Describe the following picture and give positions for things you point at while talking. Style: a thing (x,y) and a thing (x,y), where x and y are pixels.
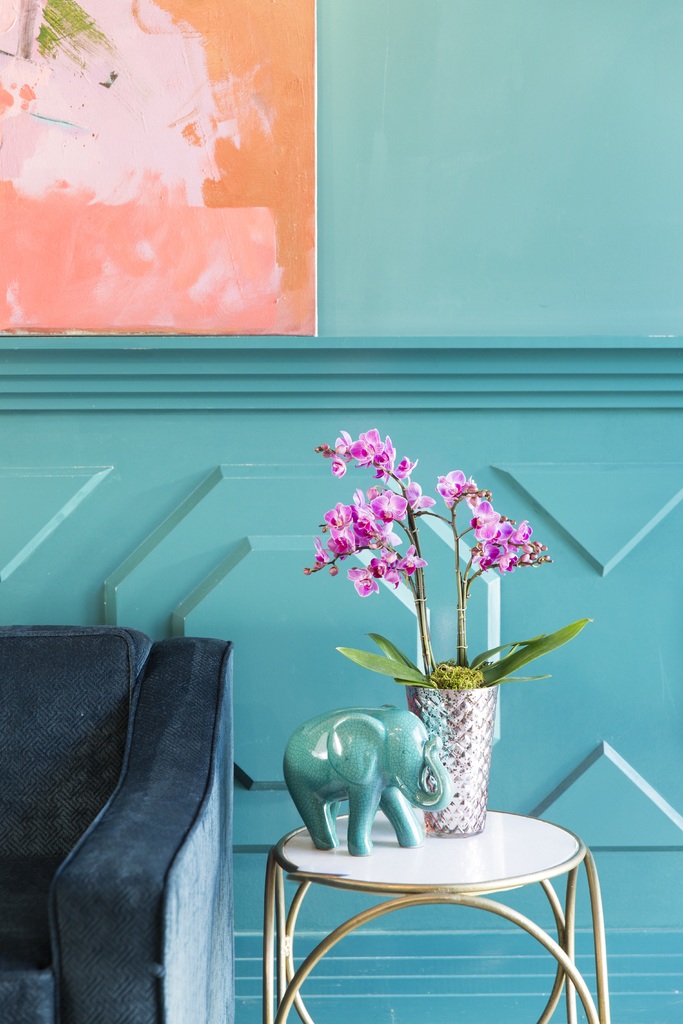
In this picture there is a table (436,854) on the table (474,853) there is a flower vase (433,714) and beside that there is a elephant toy (370,774) and there is a couch (135,829) and one painted board (183,153) is there to the wall (379,204).
